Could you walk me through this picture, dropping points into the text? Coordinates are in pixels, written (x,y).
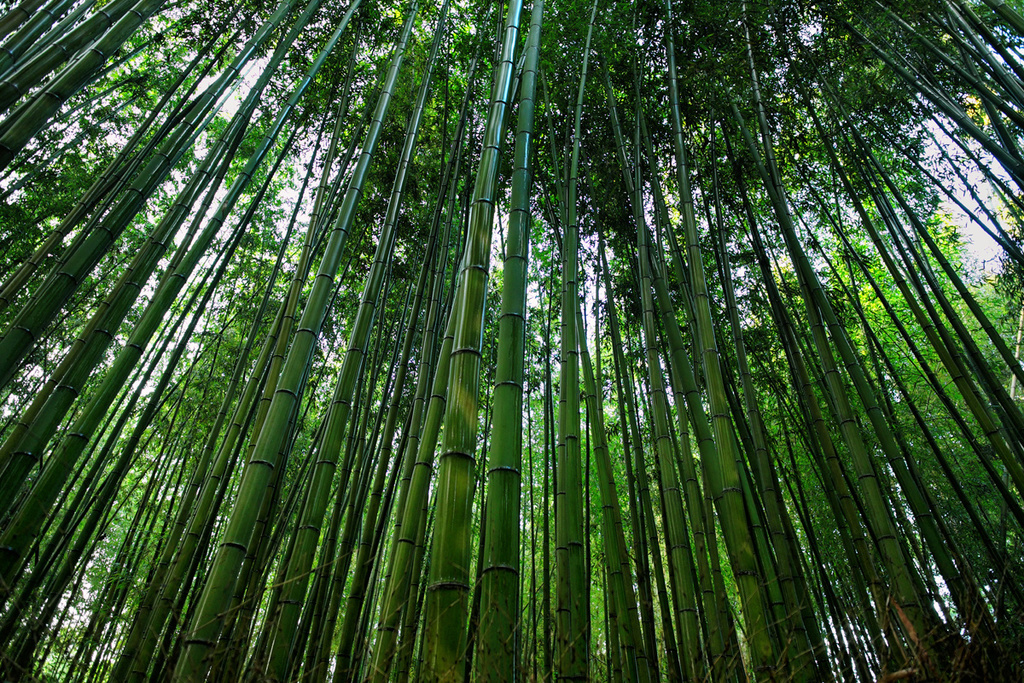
In this picture we can see trees (325,284) and in the background (1001,221) we can see the sky (996,208).
